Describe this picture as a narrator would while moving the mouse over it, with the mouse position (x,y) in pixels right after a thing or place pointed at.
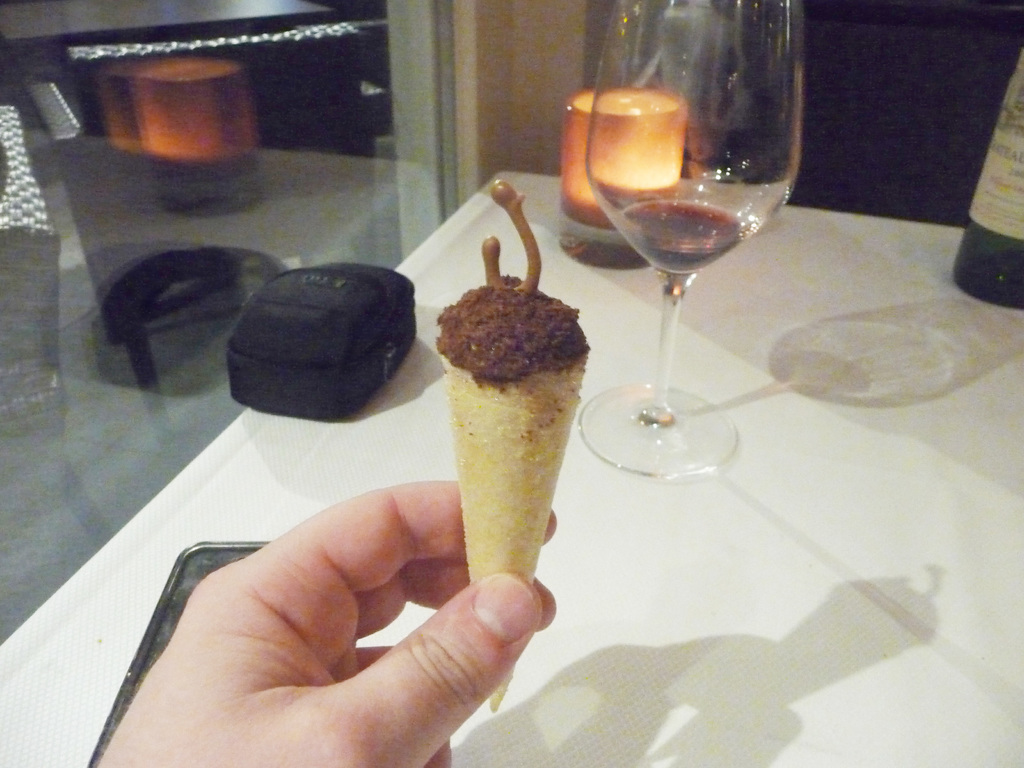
In this image there is a person's hand (499,589) holding some food item (506,557), there is a table (258,484) on the table (619,284) there is a bottle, glass (650,235), a candle (614,259) and few objects (374,362), there are some reflections (295,169) on the glass door (321,241).
